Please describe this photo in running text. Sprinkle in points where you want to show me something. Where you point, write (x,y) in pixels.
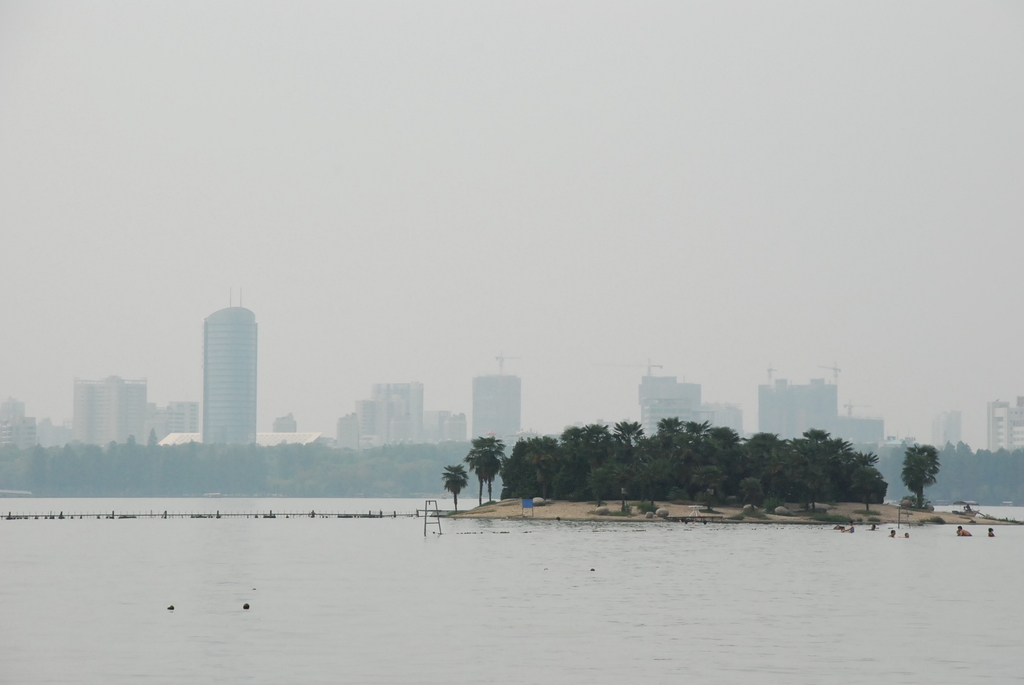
In this image, we can see buildings (239,357), trees (578,459) and there are poles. At the top (344,177), there is sky (197,180) and at the bottom (197,621), there is water (220,628).
